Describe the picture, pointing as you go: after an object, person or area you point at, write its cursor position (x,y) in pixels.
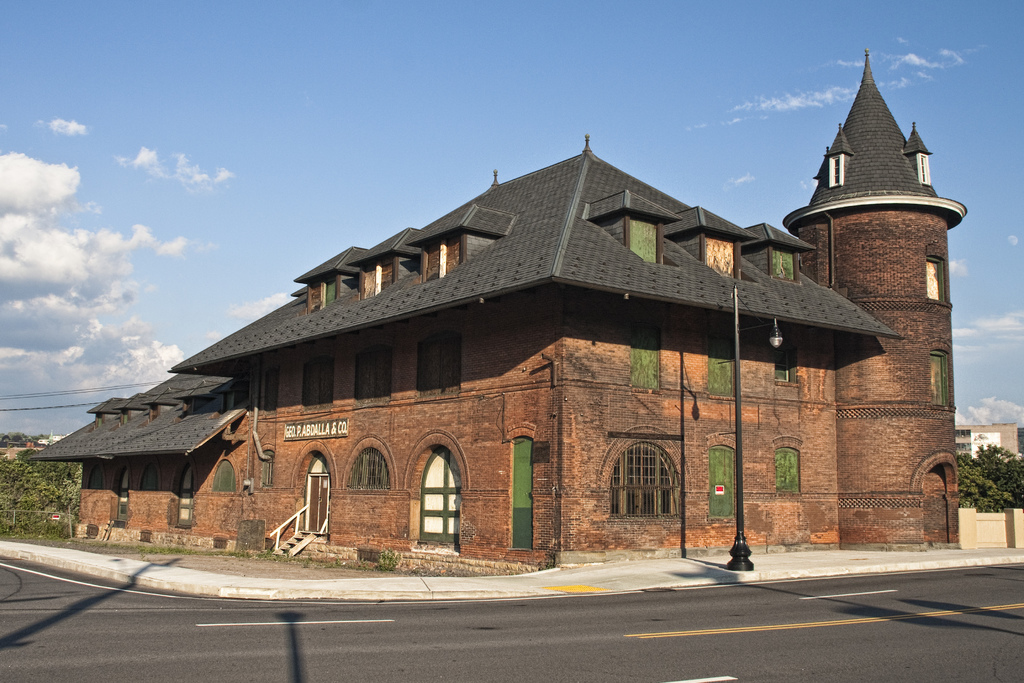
In the image there is a castle (440,321), it has many windows (376,393) and there is a road (705,617) in front of the castle (710,477). In the background (13,479) there are few trees (961,462).
